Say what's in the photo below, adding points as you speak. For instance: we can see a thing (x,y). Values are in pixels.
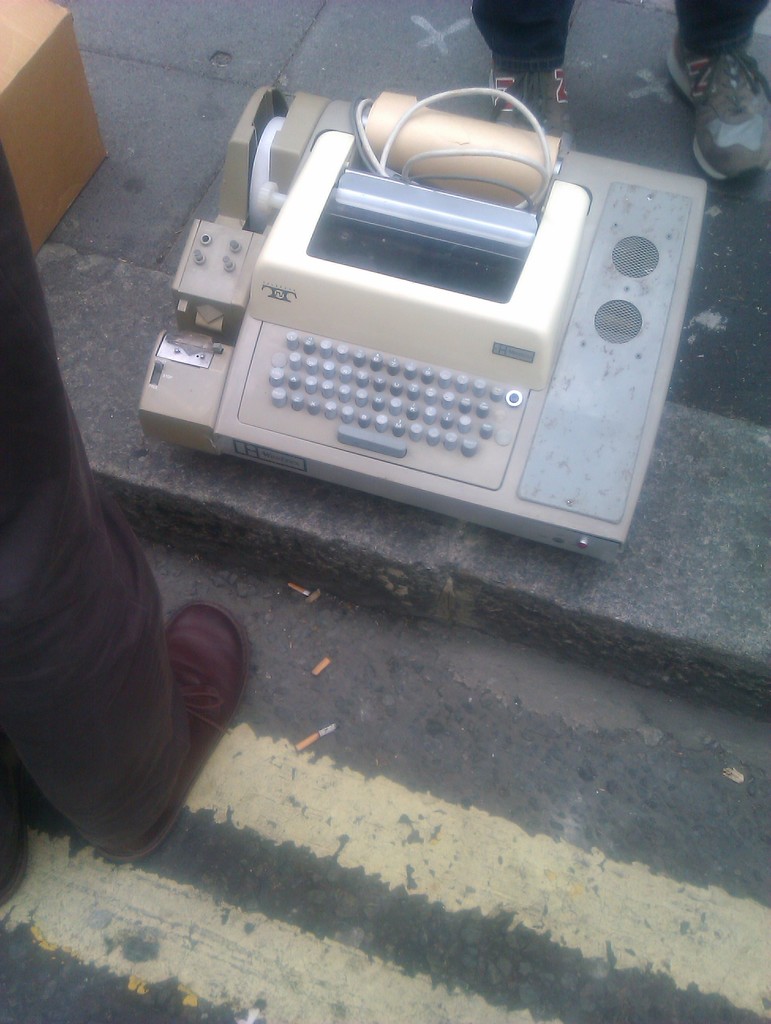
In this image, on the left side (139,733), we can see the legs (155,809) of a person (232,648) which are covered with shoes (238,649). In the middle of the image (491,365), we can see an electronic instrument (535,265). On the left side (52,129), we can also see a box (61,126). In the background (722,60), we can see the legs (710,52) of a person (713,53) which are covered with shoes (731,176). In the background (768,229), we can see a land (206,989).
